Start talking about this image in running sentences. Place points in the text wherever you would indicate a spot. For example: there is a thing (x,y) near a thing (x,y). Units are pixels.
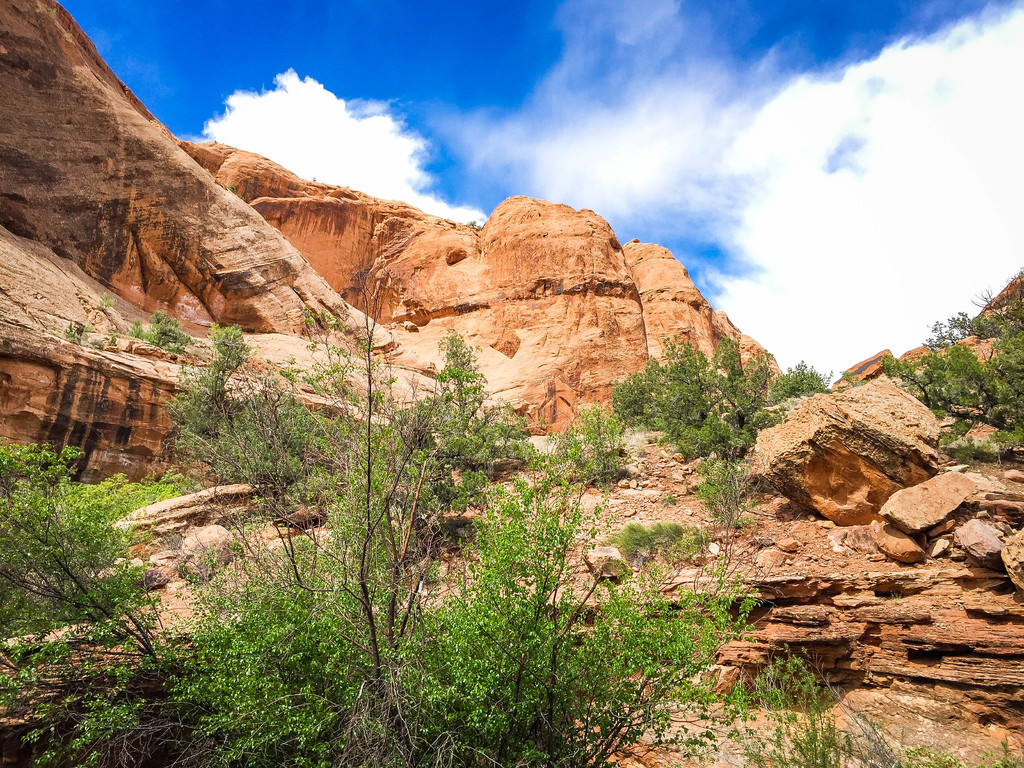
In this image, we can see some hills (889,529). We can also see some rocks (934,453), trees (658,651) and plants (780,666). We can see the sky (788,319) with clouds (820,210).
